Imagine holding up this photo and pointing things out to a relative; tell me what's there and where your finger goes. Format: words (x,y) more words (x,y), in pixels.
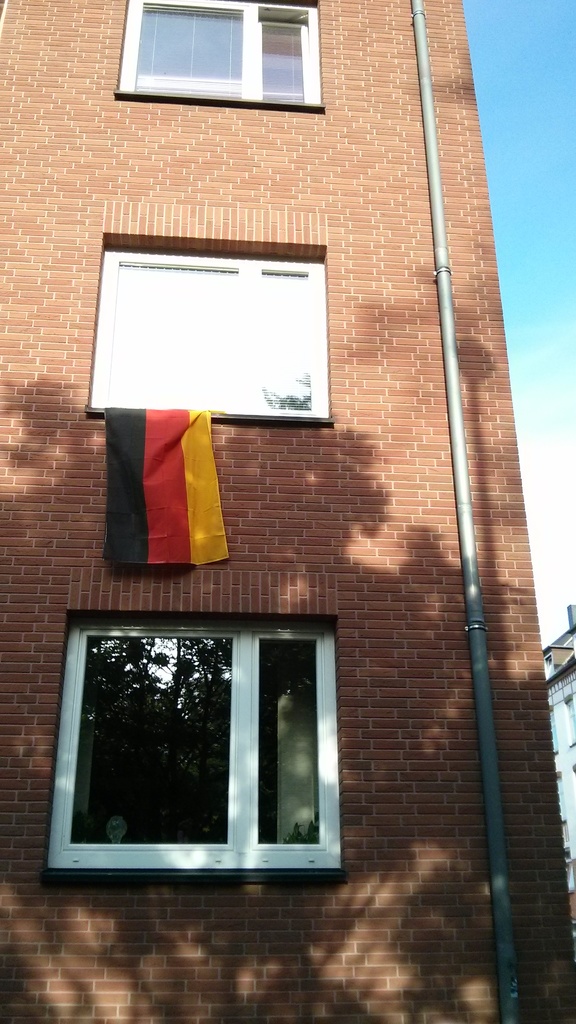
Here we can see a building (202,930), windows (294,388), pipe (425,93) on the wall (365,664) and a cloth (150,511) at the middle window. On the right (569,402) there is a building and clouds (554,427) in the sky (543,126).
